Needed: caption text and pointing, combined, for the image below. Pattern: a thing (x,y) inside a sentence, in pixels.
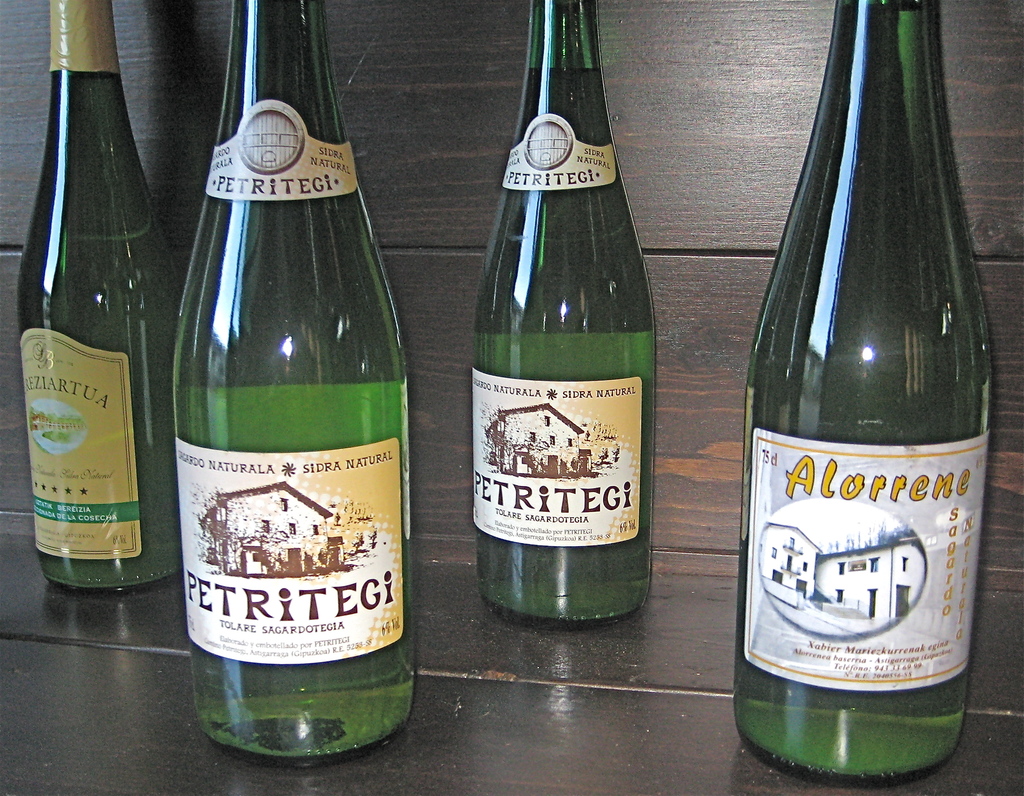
In this Picture we can see four green bottle (834,458) are placed on the wooden table (661,678), In front (217,607) a green bottle (296,540) with Petritegi is written on the label (371,550), on the right side (799,580) another bottle (799,624) on which two hut houses (808,564) are drawn on the bottle label (933,500).
